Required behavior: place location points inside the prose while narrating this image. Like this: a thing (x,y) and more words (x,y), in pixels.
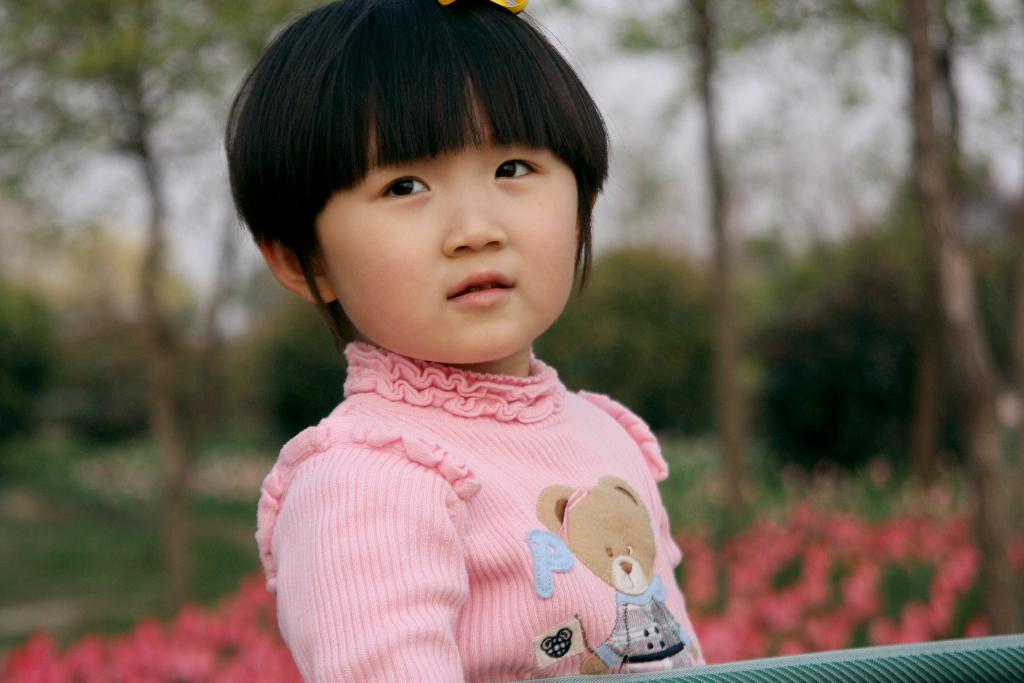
In the front of the image (430,538) there is a kid (457,586). In the background of the image (701,632) is blurred. There are trees (160,348) and flower plants (774,574).
